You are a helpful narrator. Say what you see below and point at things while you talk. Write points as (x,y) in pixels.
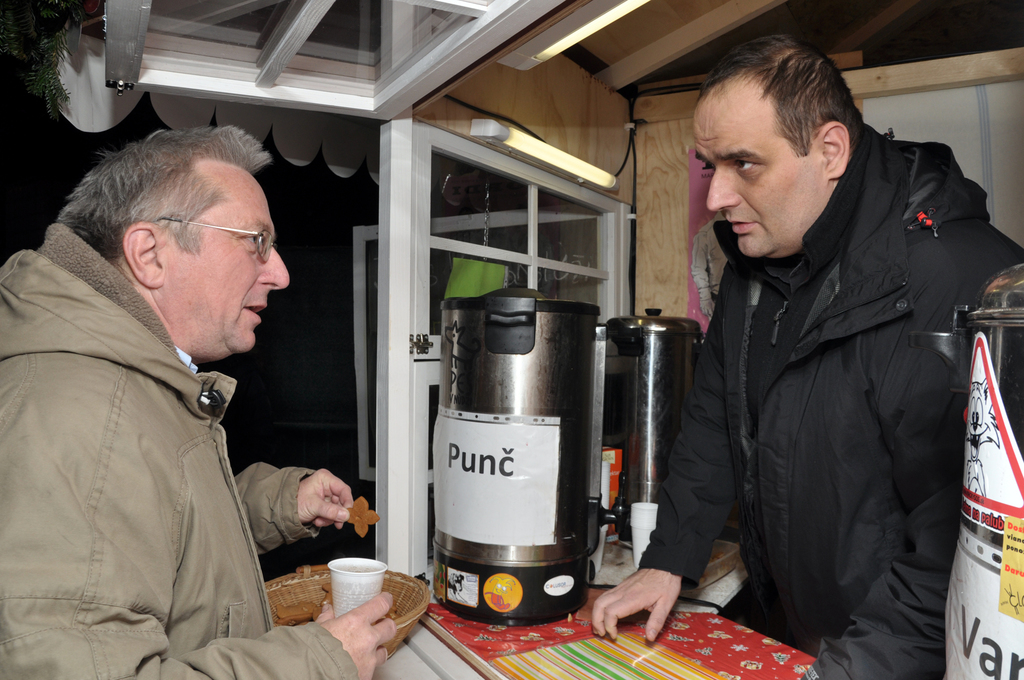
In this image there is a cabinet (524,18) and we can see two people (238,580). There are containers (989,555). At the bottom (559,679) there is a table (486,632) and we can see a basket (419,607) placed on the table (489,657). The man (382,602) standing on the left (275,629) is holding a cup (364,597) in his hand (369,609).
